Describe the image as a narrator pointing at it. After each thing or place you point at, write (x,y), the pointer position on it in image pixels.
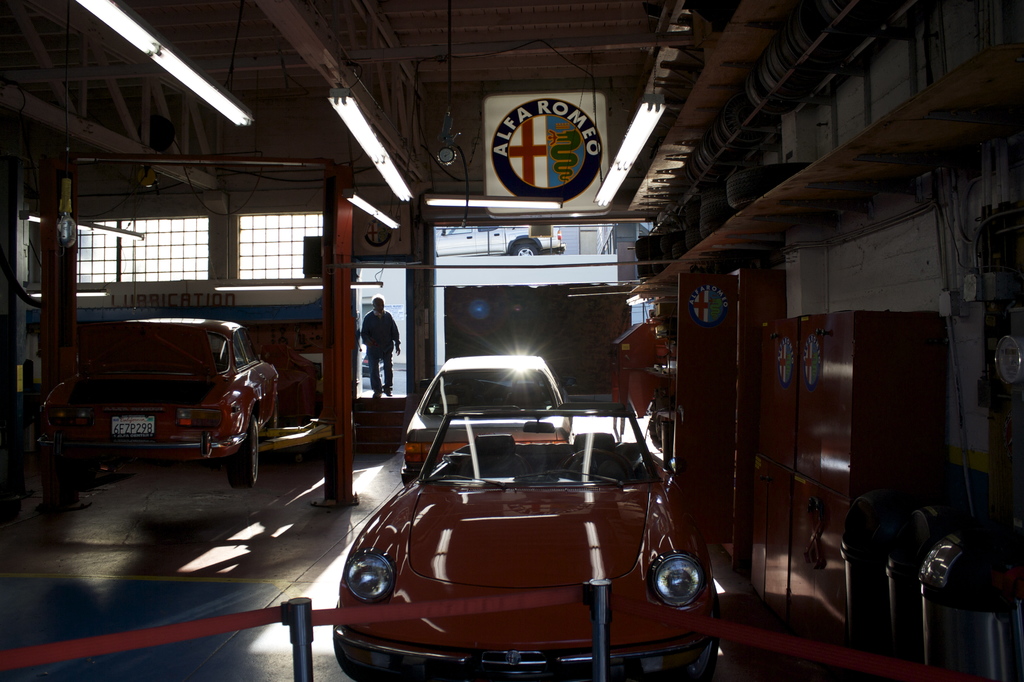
In this image we can see a few vehicles (590,535) in a room (28,336) which looks like garage (398,417) and there is a person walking and we can see the lights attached to the ceiling (108,74). We can see the rack (746,217) with tires (672,247) and some other things (809,531) on the right side of the image (719,189) and there is a board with some text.
